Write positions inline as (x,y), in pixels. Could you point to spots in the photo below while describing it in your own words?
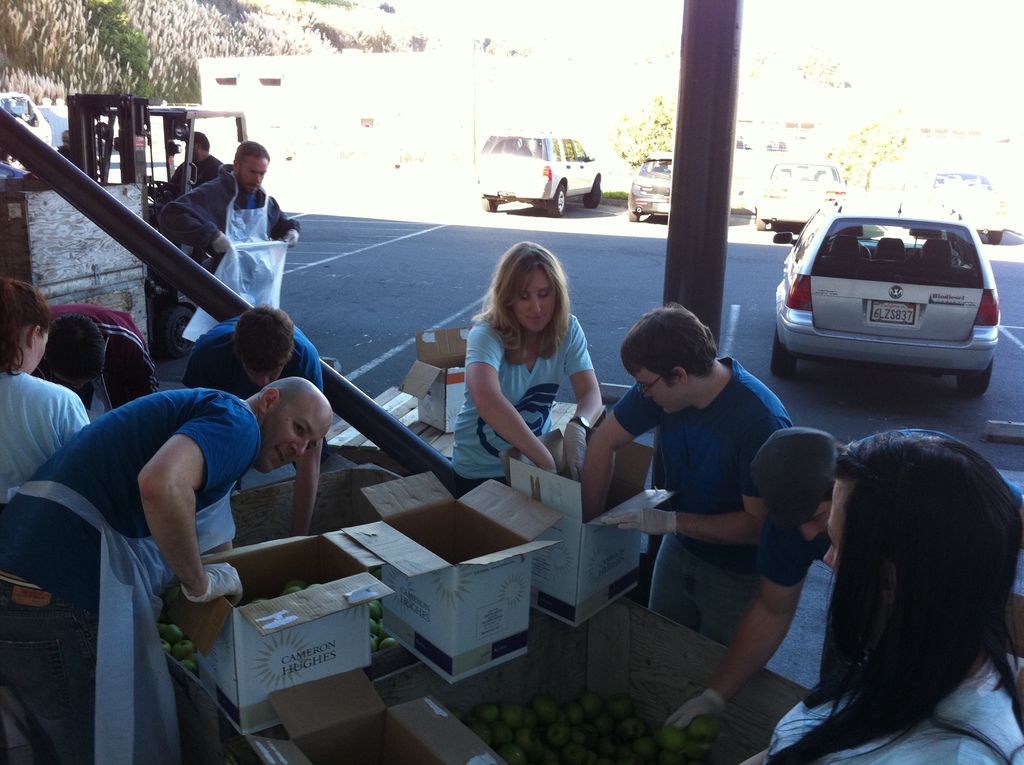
In the middle (531,276) a woman (514,276) is standing and keeping her hands (572,449) in a box (570,491). In the right side (862,294) it is a car (858,226) which is on the road (837,392), few other people (997,558) are there.
